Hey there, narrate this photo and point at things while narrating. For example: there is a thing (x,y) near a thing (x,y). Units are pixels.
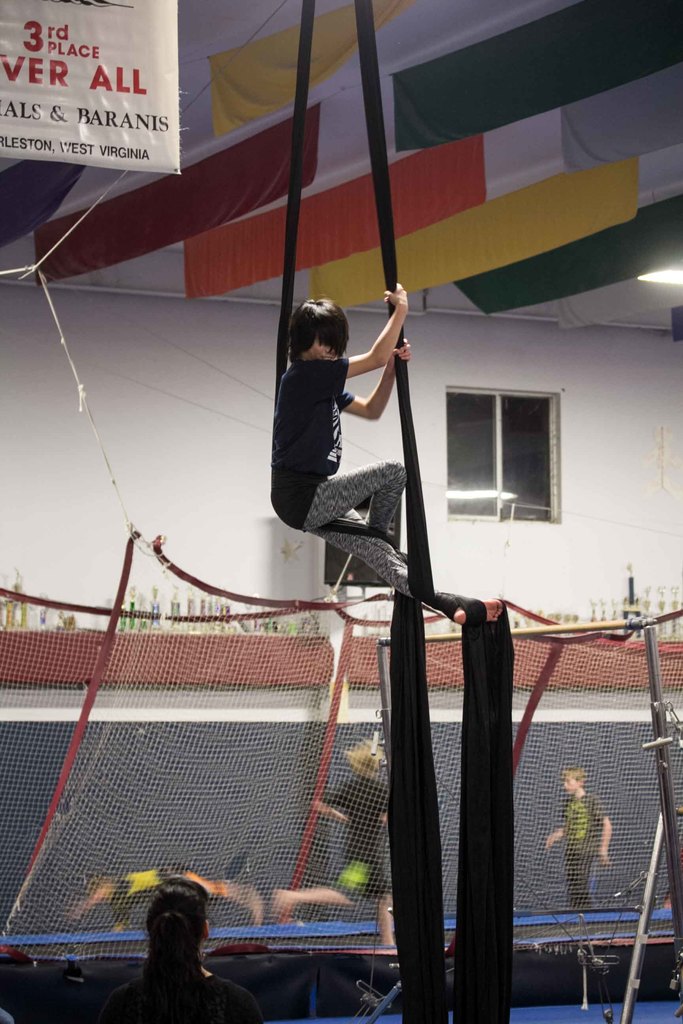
In this image a person (334,329) is in air (449,590). He is holding a cloth (427,571) which is tied to his leg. Few persons (364,817) are behind the net (381,863). A woman (206,1001) is at the bottom of image (181,976). Background (48,451) there is wall (634,451) having window (517,432). Few shields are on the shelf (171,654). Few clothes (232,284) and banner (45,81) are hanged from the roof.
